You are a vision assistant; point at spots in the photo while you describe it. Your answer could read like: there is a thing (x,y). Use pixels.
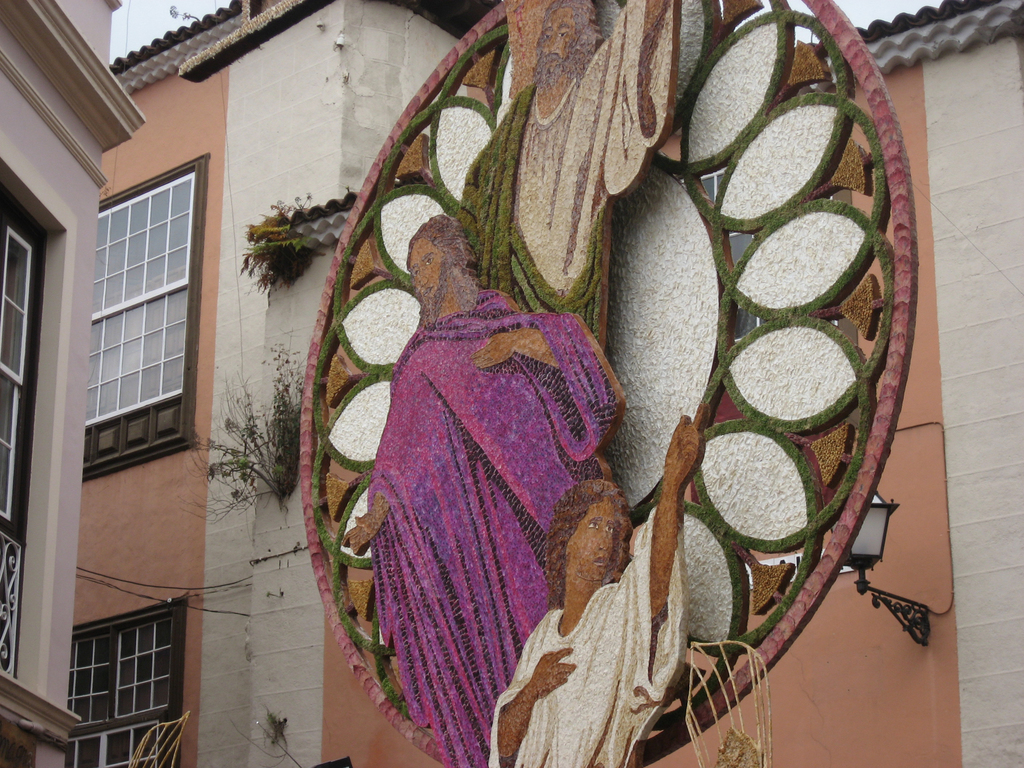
In the center of the image (534,380) we can see a decor (651,281). In the background of the image (162,219) we can see a building (120,248), lamp (874,541), wall (814,711), bushes (275,454) are present. At the top of the image (134,40) sky (145,25) is there.
